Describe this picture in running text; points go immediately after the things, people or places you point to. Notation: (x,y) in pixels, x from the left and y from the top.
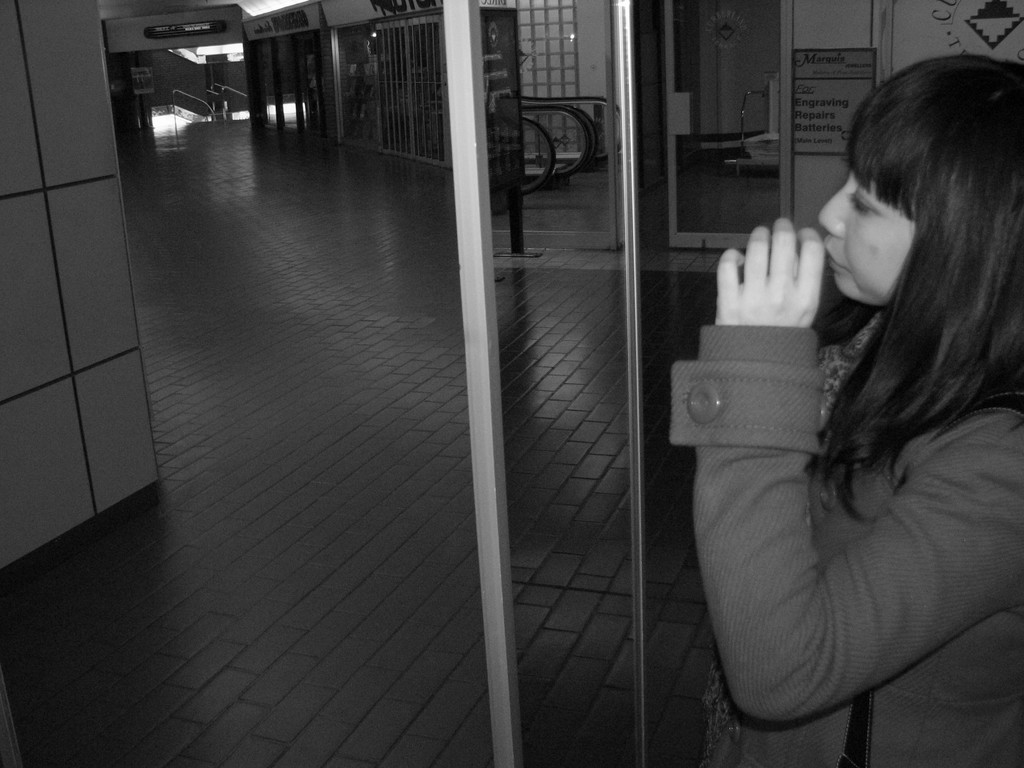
This is a black and white picture. Here we can see a woman (726,462) standing on the floor (273,704). Here we can see a glass (676,697), door (776,67), boards (819,110), floor (258,248), and wall (98,304).
